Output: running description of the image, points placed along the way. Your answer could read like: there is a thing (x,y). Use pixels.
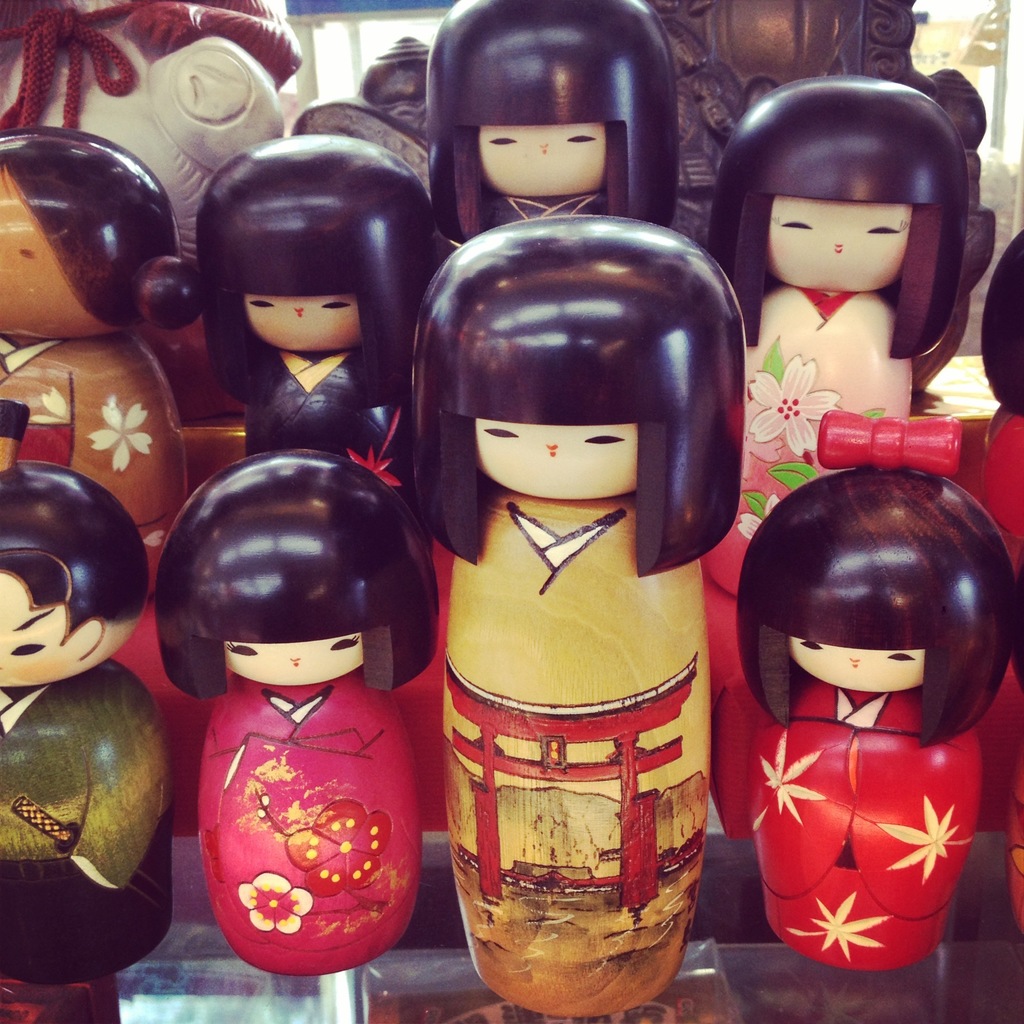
In this image there are group of dolls (544,566) on the surface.
